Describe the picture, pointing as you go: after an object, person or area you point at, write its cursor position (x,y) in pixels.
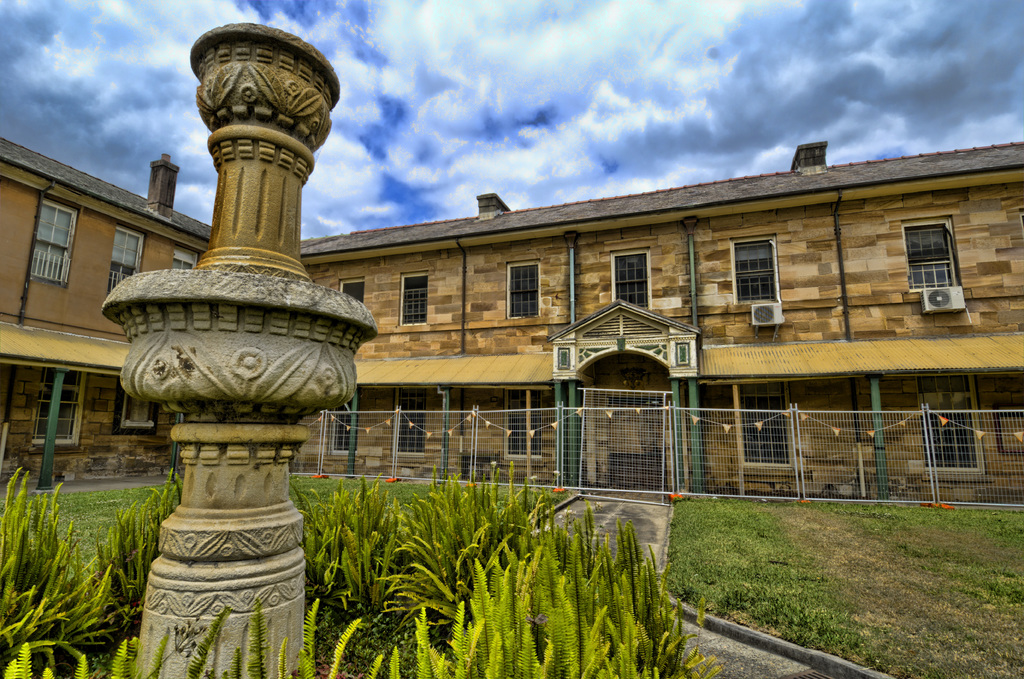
In this image there is a monument (287,528) in the bottom of this image (267,560) and there are some plants (468,637) are around to this monument (302,573). There is a fencing wall (554,467) in middle of this image (369,422) and there is a building (123,444) is behind to this fencing wall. There is a cloudy sky (543,88) on the top of this image (597,130).
